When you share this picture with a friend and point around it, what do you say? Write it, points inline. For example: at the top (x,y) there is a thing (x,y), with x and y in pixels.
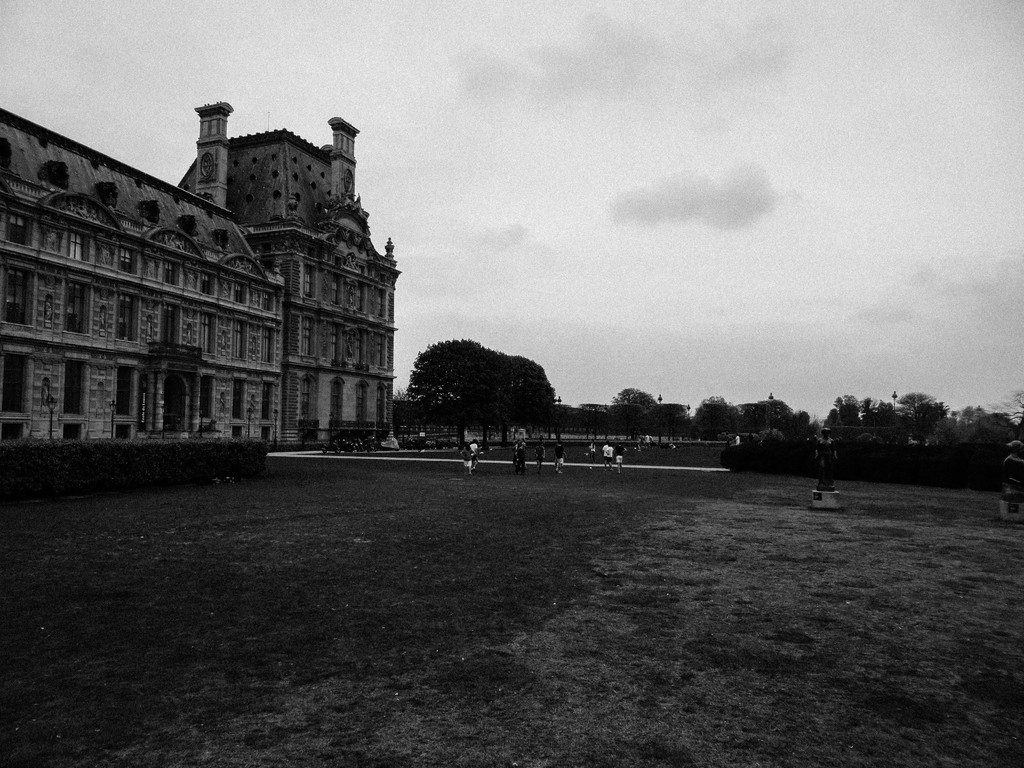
This is a black and white picture, there is a building (310,234) on the left side (132,273) with trees (635,432) in front of it on the grassland (535,522) and above its sky (692,166) with clouds (691,211).
